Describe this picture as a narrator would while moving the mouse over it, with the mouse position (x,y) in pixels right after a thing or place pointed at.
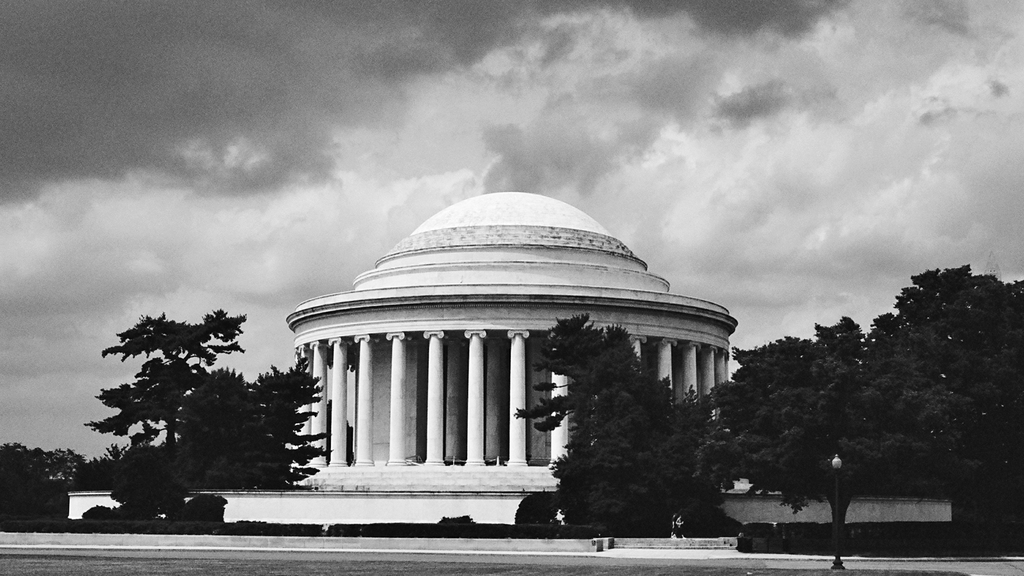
In this picture we can see the road (209,564), trees (1016,392), pillars (472,368), building (419,430) and in the background (187,168) we can see the sky (311,160) with clouds (438,62).
